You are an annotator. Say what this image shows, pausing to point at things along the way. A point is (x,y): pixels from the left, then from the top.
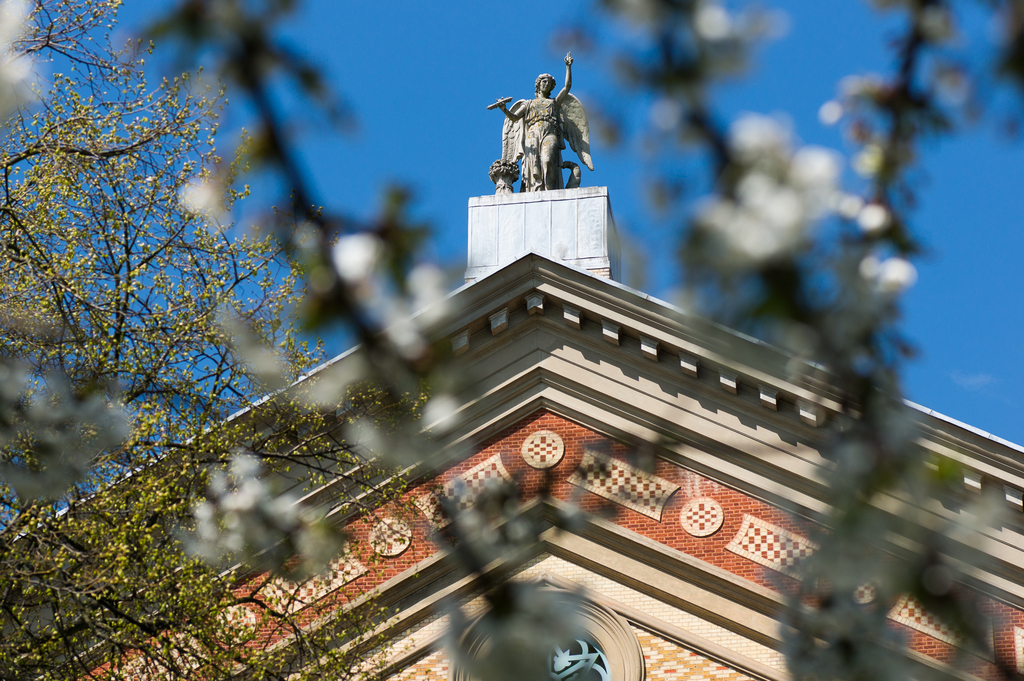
In this picture we can see a building (582,368). There is a statue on this building (606,302). A plant (54,617) is visible on the left side (99,179). Sky (466,116) is blue in color.
